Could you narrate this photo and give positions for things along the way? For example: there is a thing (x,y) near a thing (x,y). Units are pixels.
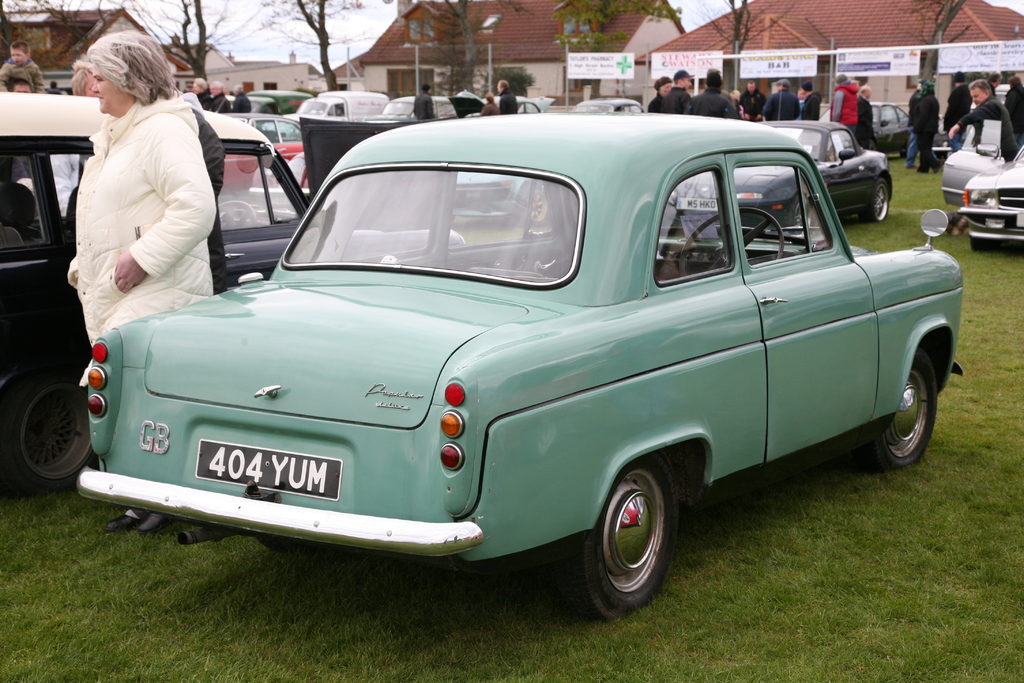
In this image I can see few vehicles (436,263), few people (427,90), light poles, trees (948,13), banners (950,57), houses (401,50), windows (403,73) and the sky (312,32).
